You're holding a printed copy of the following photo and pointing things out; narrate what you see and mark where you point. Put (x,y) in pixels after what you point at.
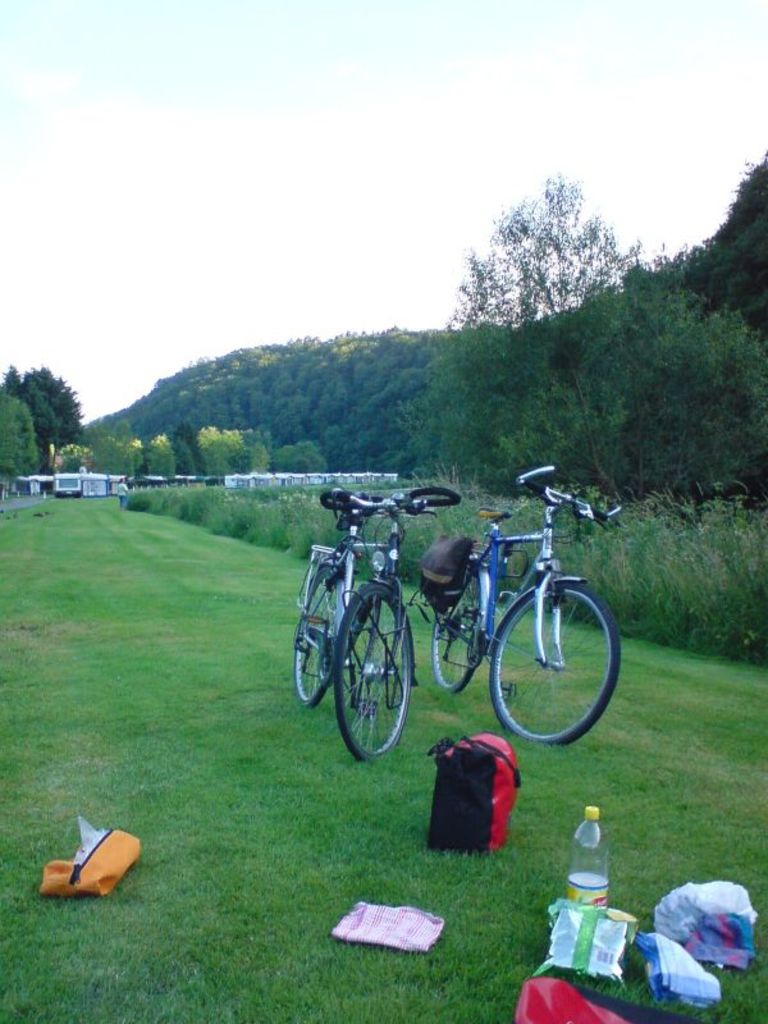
In this image we can see the bicycles (420,492), bags (684,1020), packets (566,963), bottle (588,882) and some other objects (736,917). We can also see the grass (715,616), trees (712,436), hill (308,425) and also the caravans (285,481). Sky (152,46) is also visible in this image.
